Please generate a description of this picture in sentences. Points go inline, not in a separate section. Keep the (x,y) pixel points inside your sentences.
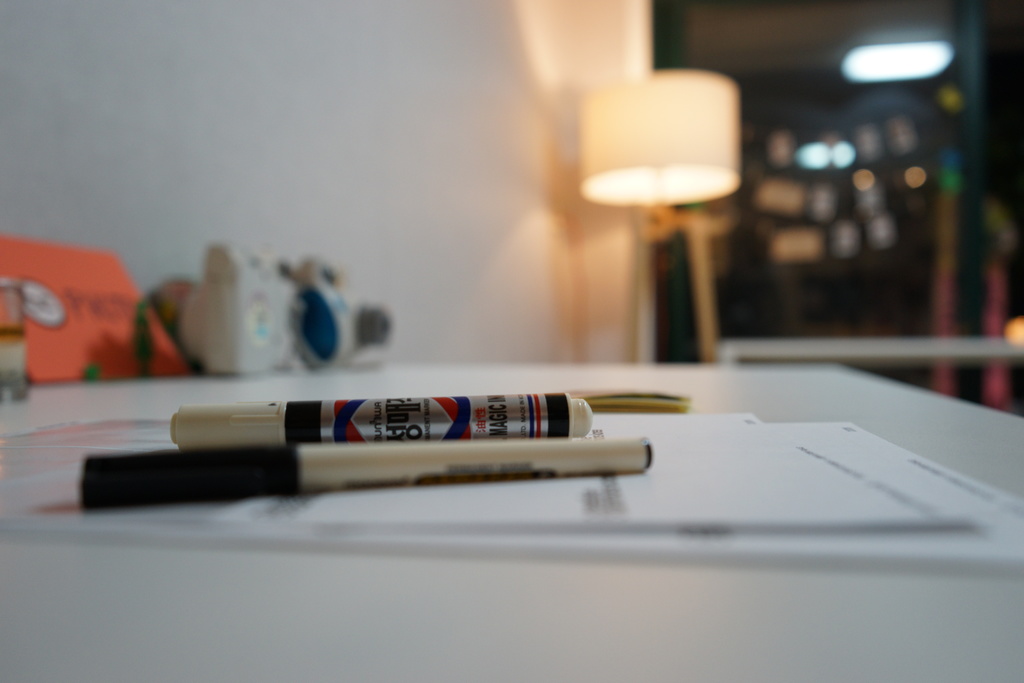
In the image there is a table (79,545) with markers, papers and books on it and behind there is a lamp (683,90) beside the wall (616,58) followed by a glass wall (755,238).
